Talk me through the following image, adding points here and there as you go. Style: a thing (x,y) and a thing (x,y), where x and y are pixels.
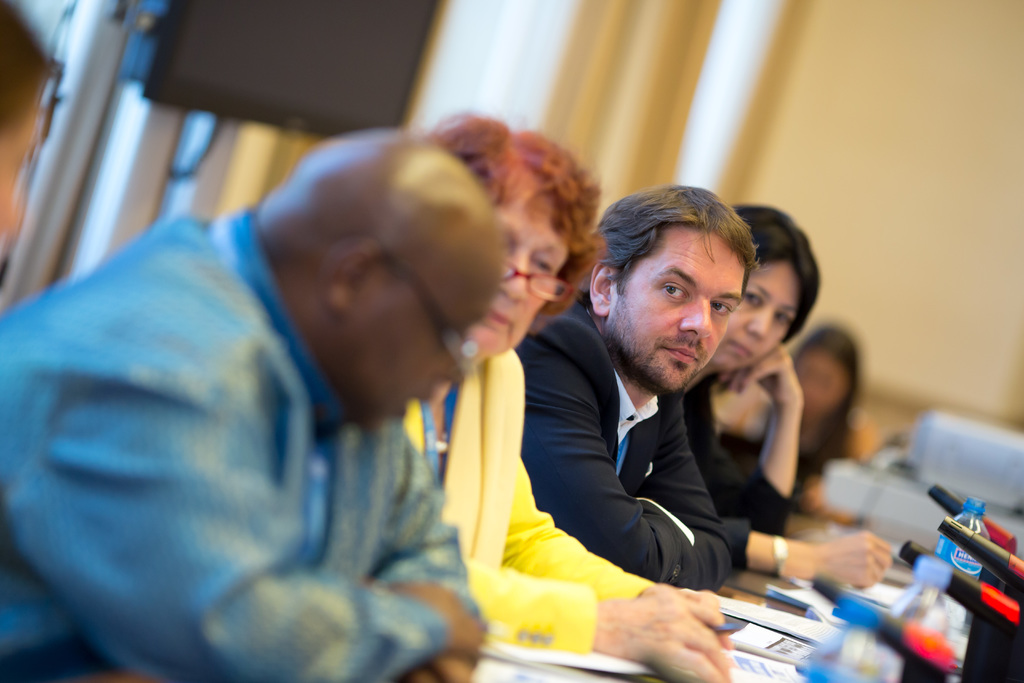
In this picture I can see people (529,405) sitting. I can see notepads (780,643) and bottles (840,632) on the desk (895,575).
